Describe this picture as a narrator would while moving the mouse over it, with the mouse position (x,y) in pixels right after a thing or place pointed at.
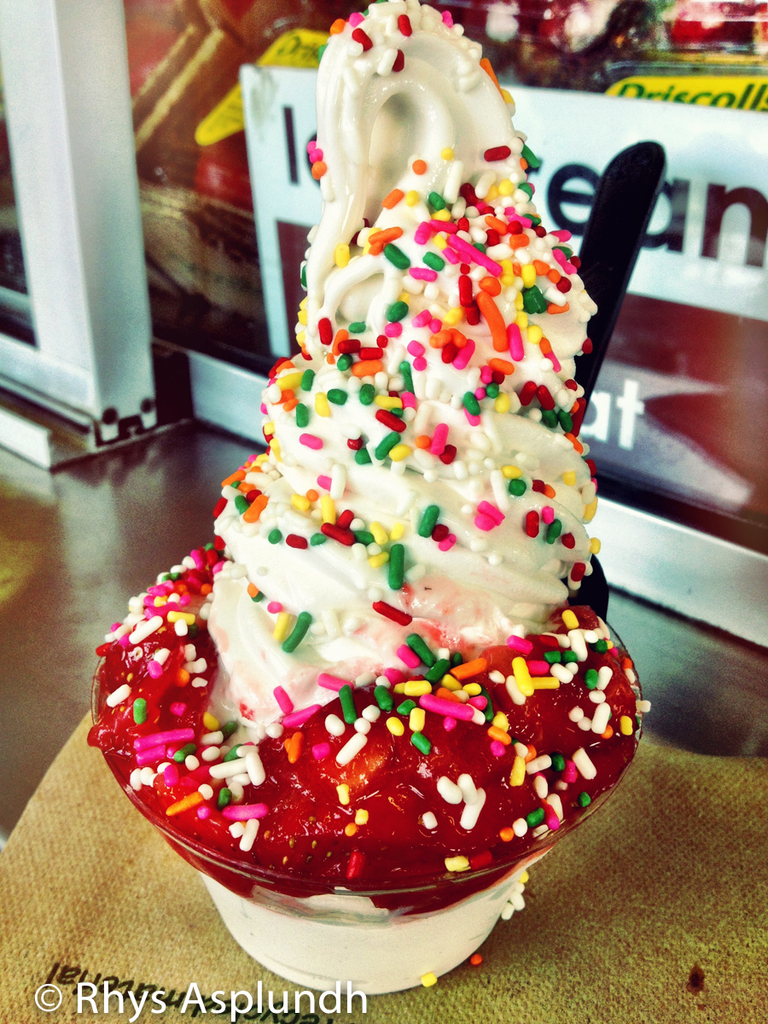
In this image there is an ice cream cup (382,779). On the cup (350,934) there is a cream (329,474). On the cream (336,580) there are sprinkles (433,342). There is a spoon (596,351) in the cup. Behind them there is a wall (228,237). There are images (186,63) and text (561,176) on the wall (652,76). There is text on the paper (102,971). In the bottom left (120,1001) there is text (157,1010) on the image.
